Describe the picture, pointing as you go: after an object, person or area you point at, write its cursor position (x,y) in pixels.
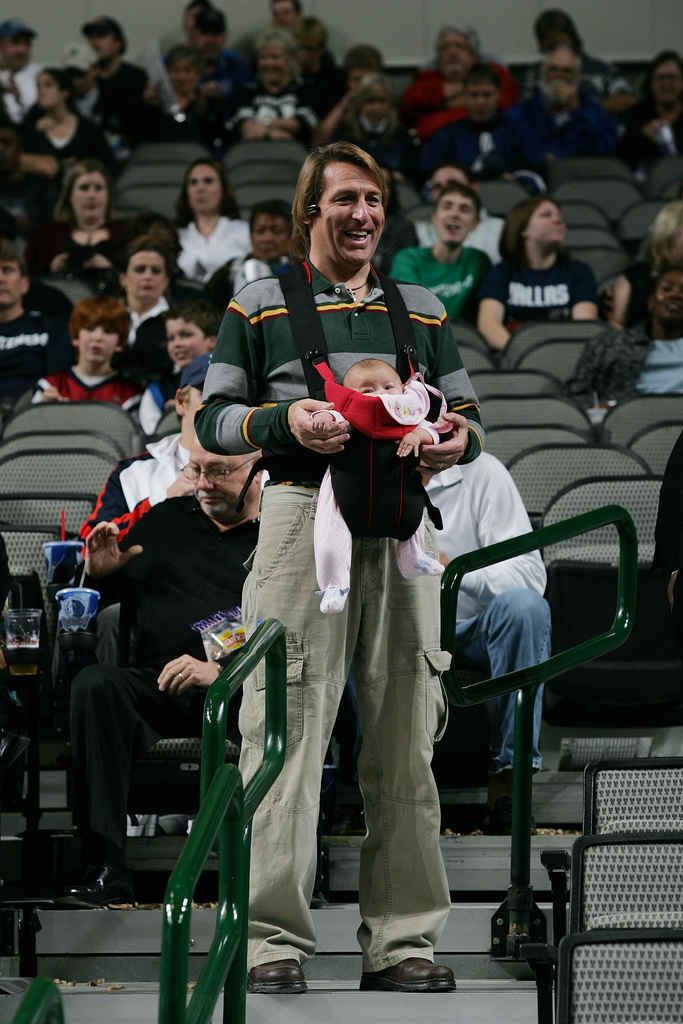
In this image, we can see people (371,107) sitting on the chairs (91,439) and there is a man (250,557) standing and holding a baby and we can see railings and some objects (58,568) and there are stairs (396,1021).
